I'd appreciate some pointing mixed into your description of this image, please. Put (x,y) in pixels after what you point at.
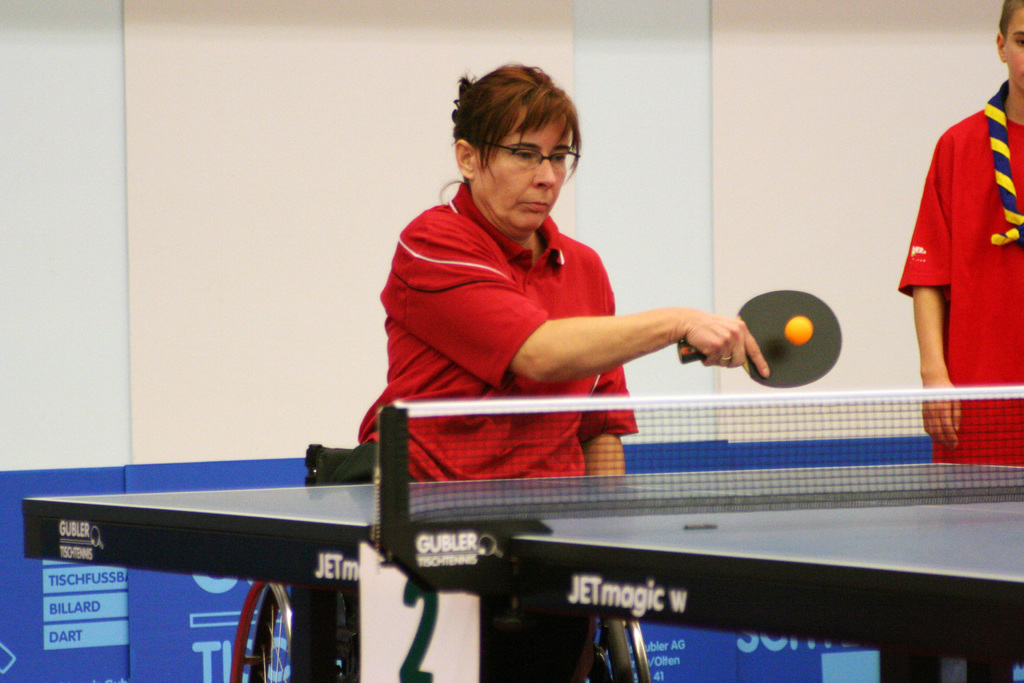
This woman (523,277) wore a red t-shirt (541,320), sitting on a wheelchair (320,452) and holding a bat (799,307). Ball (789,330) is in the air. In-front of this woman (558,301) there is a table tennis table (541,530) with mesh (709,477). Right side of the image (952,334) we can see another person (1004,221) is standing and wore red t-shirt (979,221). Background (197,260) there is a wall (200,244) and hoarding (655,658).
